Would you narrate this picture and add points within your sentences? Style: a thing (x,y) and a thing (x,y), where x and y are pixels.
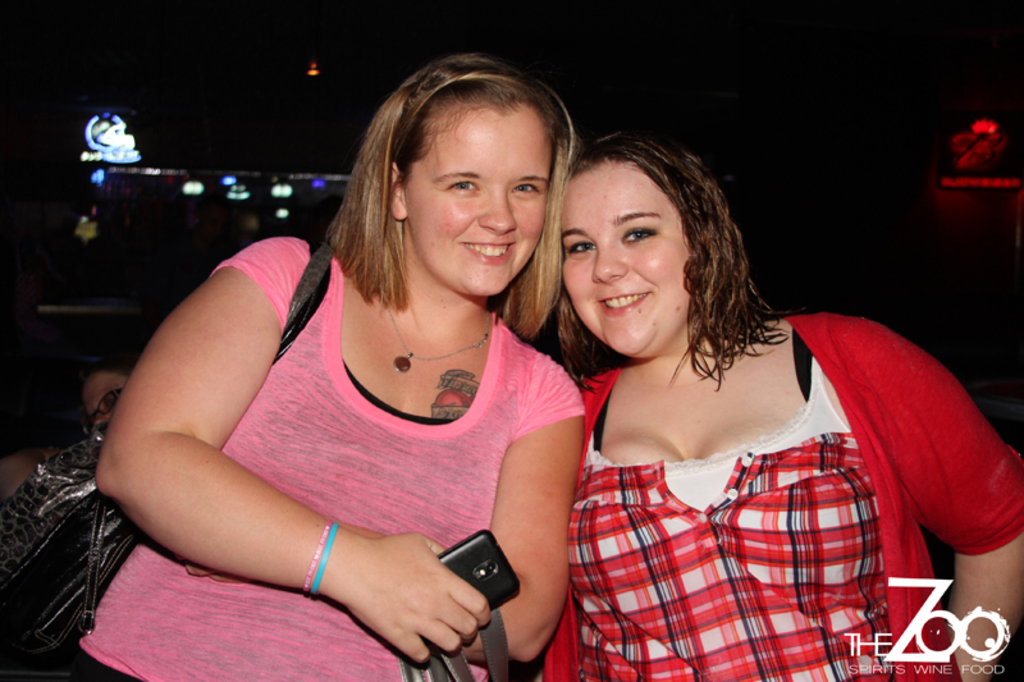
In this image we can see some people (415,565) standing. One woman (445,449) is wearing a bag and holding a mobile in her hand (387,567). In the background (284,192), we can see some lights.
